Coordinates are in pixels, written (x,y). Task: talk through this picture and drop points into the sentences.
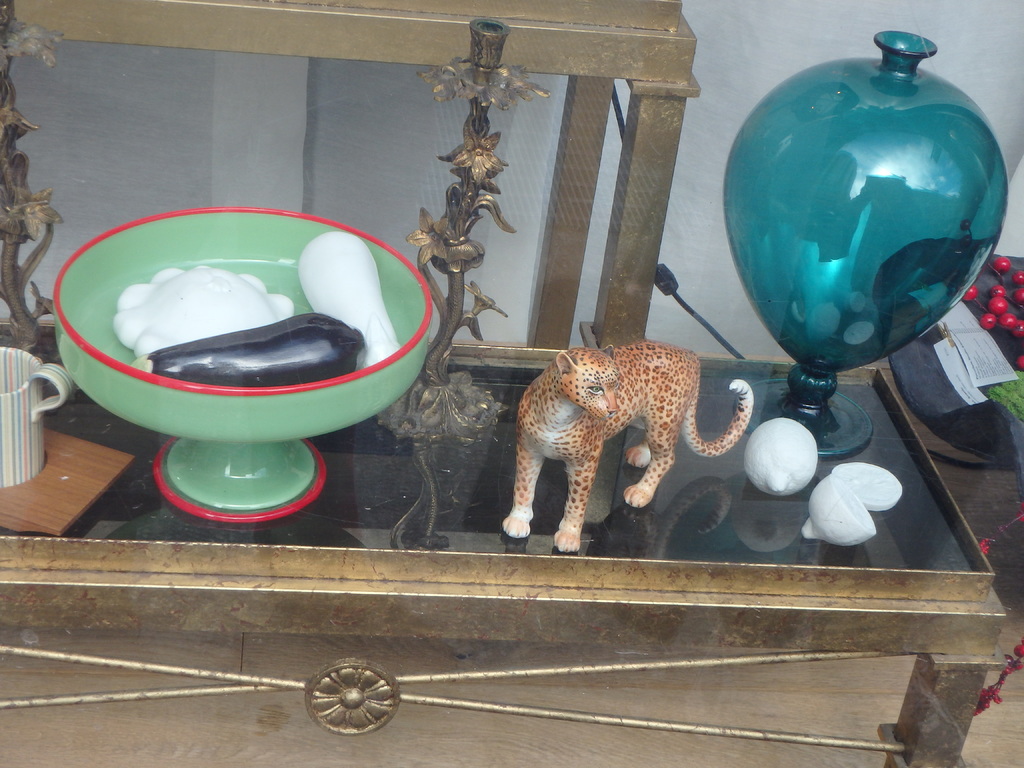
In this image we can see a table (168,564). On the table (87,517) cup (30,414), stands (36,231), leopard statue (655,421), green color container (235,411) with some things (242,329) in it and one blue color show piece (845,262) is present.
